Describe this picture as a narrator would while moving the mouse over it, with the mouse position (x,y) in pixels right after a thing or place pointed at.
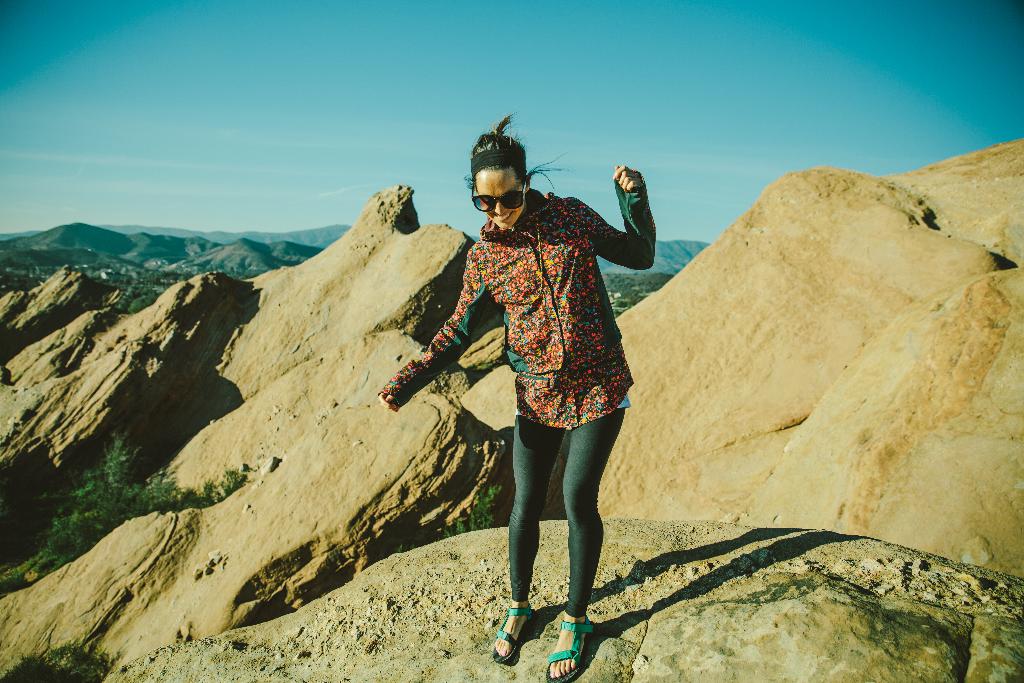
In this image I can see a person (408,393) standing wearing red color shirt (558,330), gray color pant (577,495). Background (86,93) I can see few mountains (206,238) and the sky (156,168) is in blue and white color.
